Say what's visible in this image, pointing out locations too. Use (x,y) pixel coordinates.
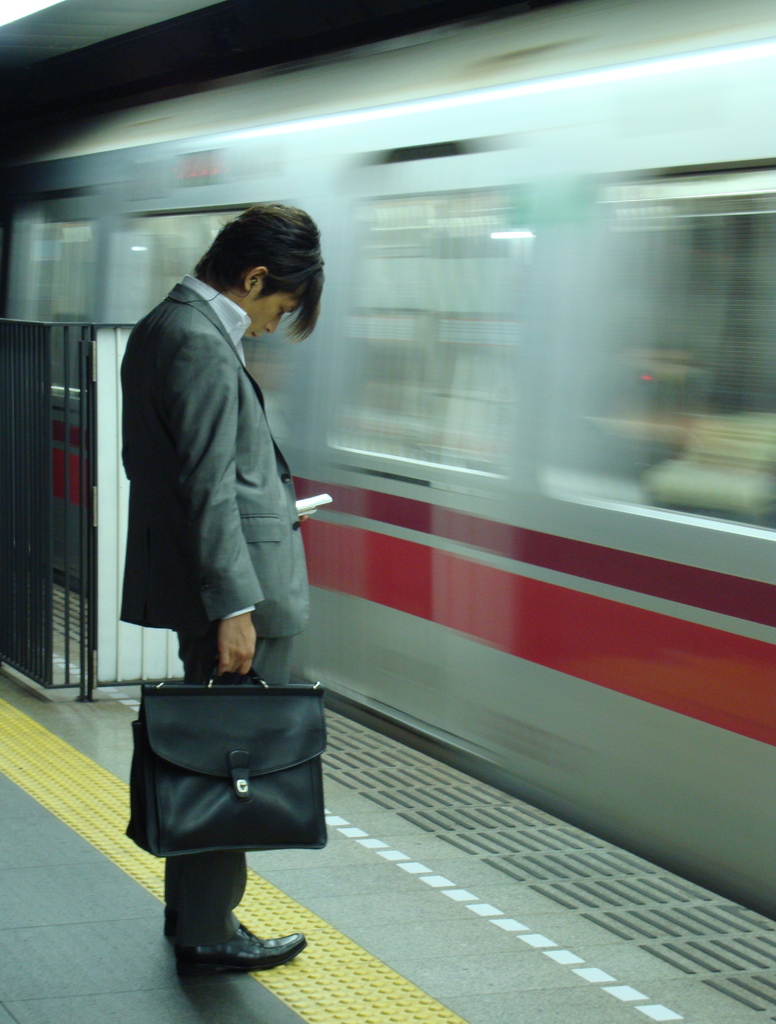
In this image, we can see a person (175,938) holding an object (148,795). We can see the ground (89,844). We can also see a metal object (96,393). We can also see the train (648,361).
